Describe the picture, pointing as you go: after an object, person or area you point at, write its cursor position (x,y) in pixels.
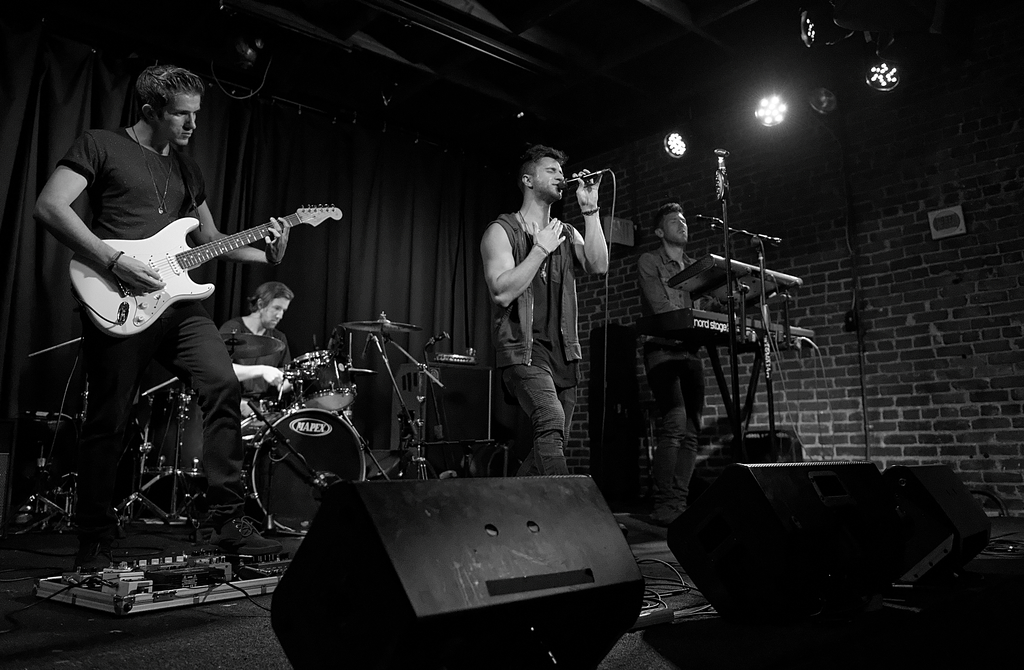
In this black and white picture there are few people (120,370) standing. The man (127,389) to the left corner (124,378) is playing guitar (135,321). The man (276,381) behind him is sitting and playing drums (290,377). The man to the right corner (689,427) is playing keyboard (716,336). The man (549,312) in the center (552,293) is singing. He is holding a microphone (600,176) in his hand (585,174). On the floor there are drums (321,437), drums stands (350,411), audio mixer (239,562), speakers (468,561) and boxes (346,559). To the ceiling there are spotlights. In the background (910,368) there is curtain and wall (844,112).
